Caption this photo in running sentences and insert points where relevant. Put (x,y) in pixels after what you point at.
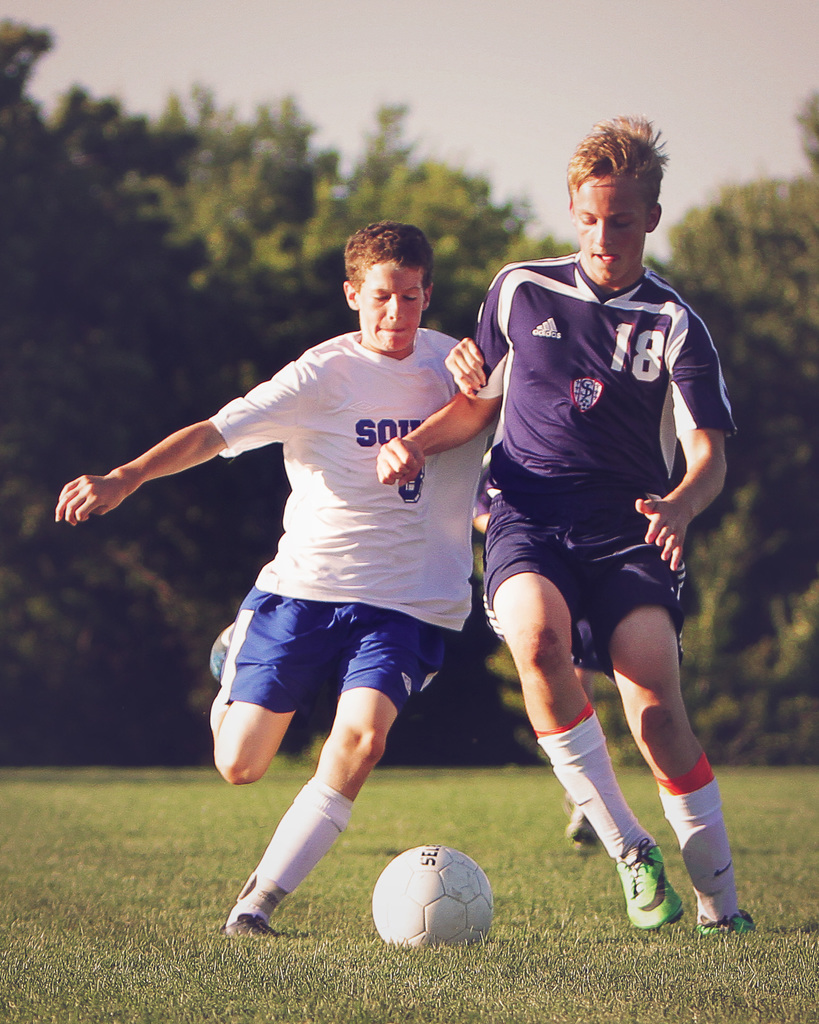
In this image three players (408,604) are playing football. This is the football (400,863). In the background (411,205) there are trees (275,243).
